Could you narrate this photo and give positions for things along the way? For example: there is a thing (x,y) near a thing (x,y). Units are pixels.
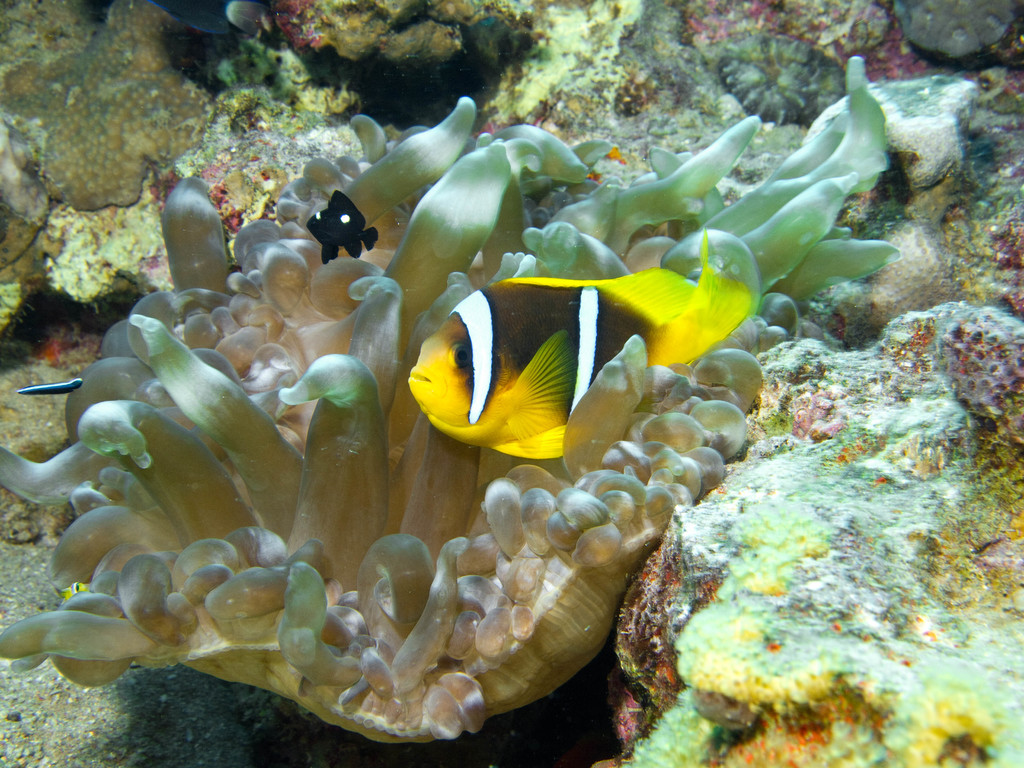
In this image we can see a fish (563,399) which is yellow in color and some objects (441,608) are there.
